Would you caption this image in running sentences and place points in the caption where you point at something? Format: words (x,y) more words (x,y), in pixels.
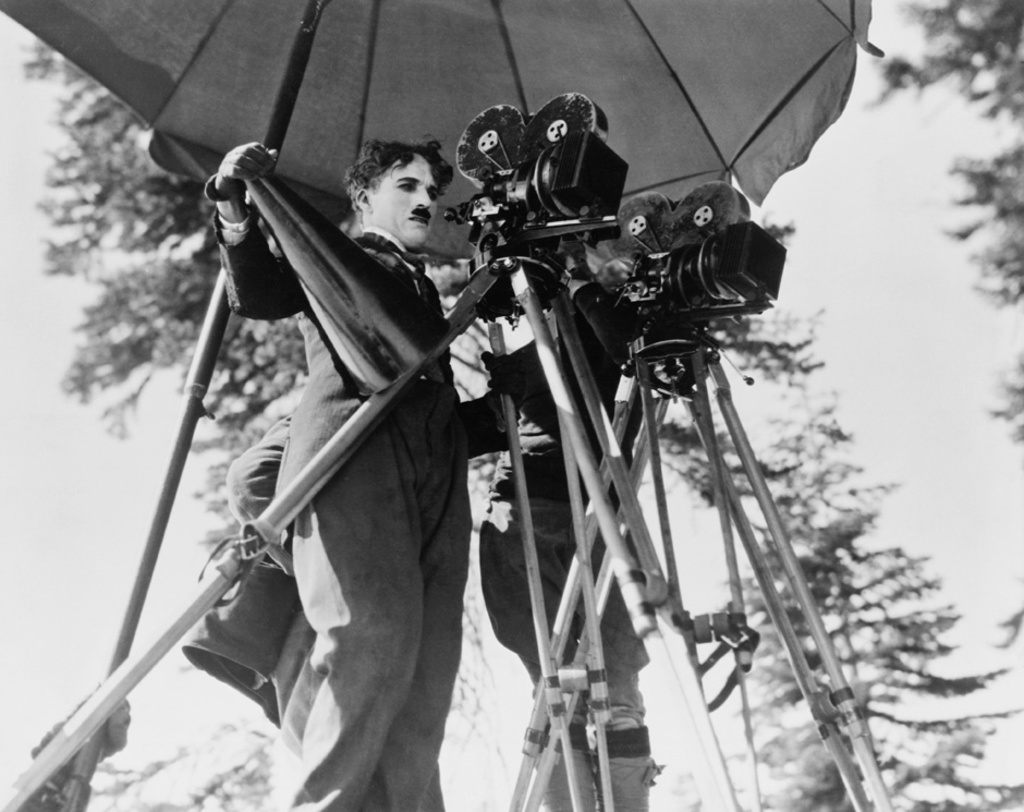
In this image we can see few persons (492,399). In front of the persons (530,370) there are few cameras (527,206) with stands (732,434). Behind the persons (399,466) we can see few trees (737,329). At the top (510,86) we can see an umbrella (455,95).
